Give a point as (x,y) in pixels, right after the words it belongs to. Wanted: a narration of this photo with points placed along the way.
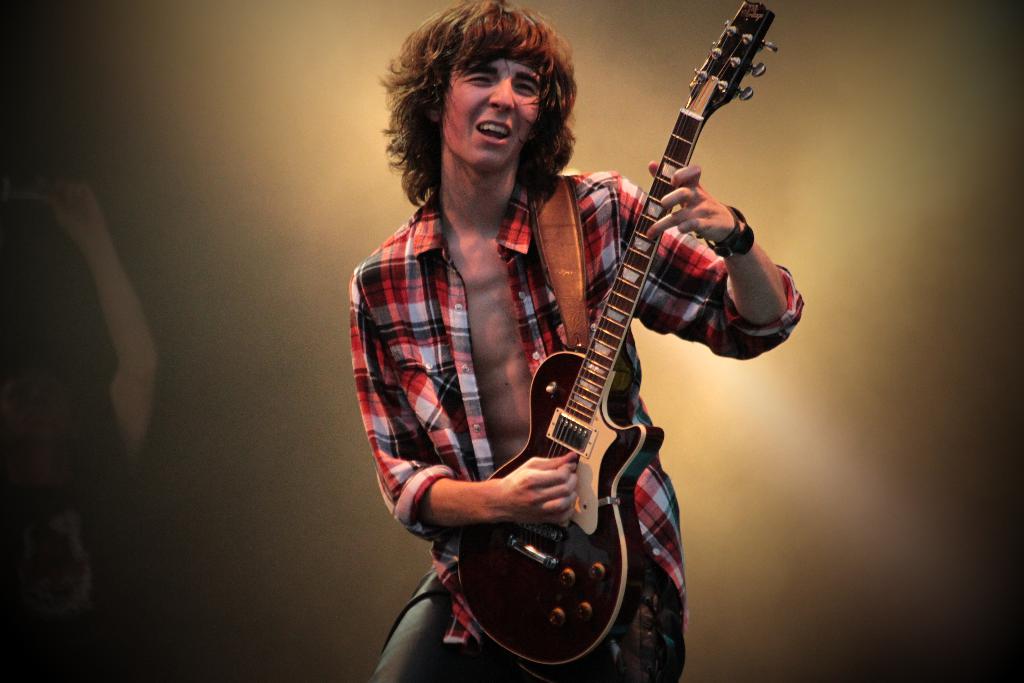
In this image there is a man (442,416) standing. He is playing a guitar (548,537). He is singing. To the left (57,482) there is an object (37,451). The background (227,528) is blurry.
